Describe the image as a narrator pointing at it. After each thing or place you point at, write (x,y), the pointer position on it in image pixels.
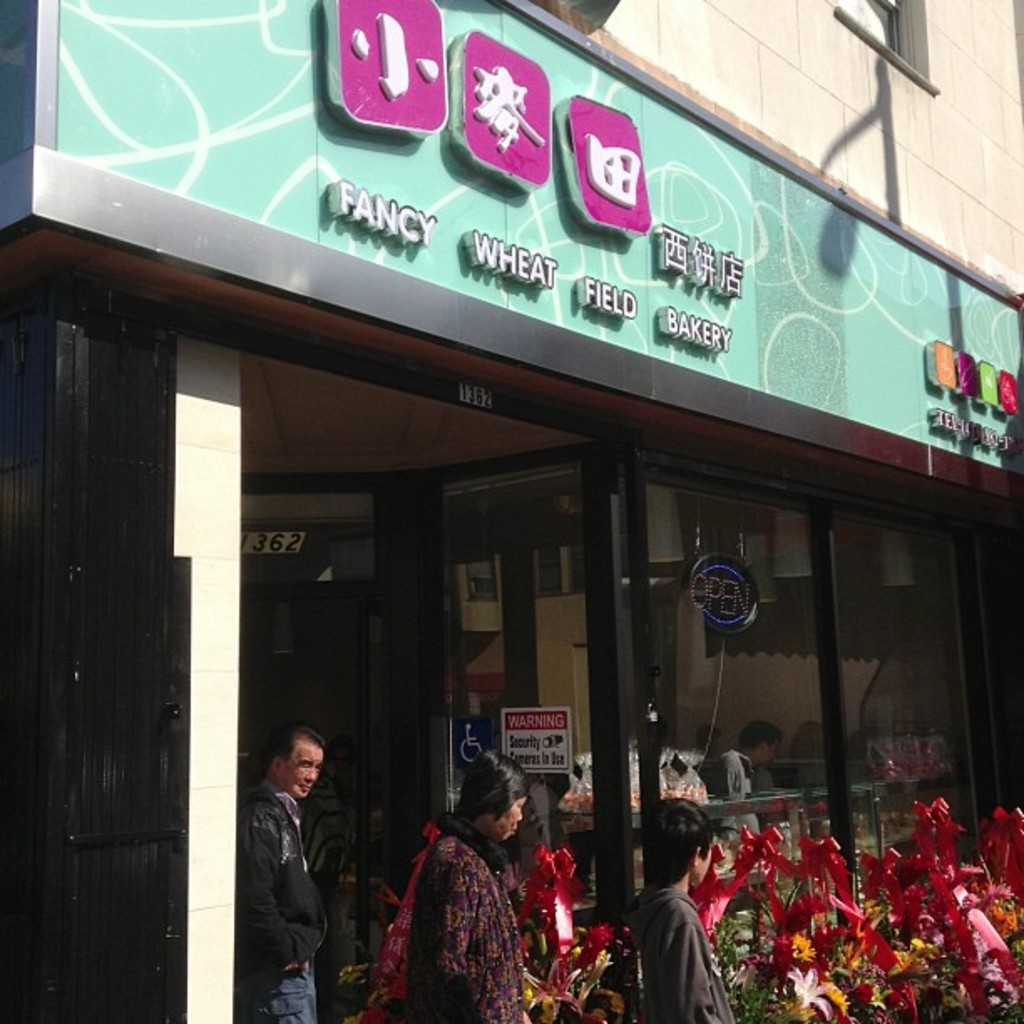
In this picture we can see a store (453,650), there are three persons (656,946) at the bottom (655,919), at the right bottom (860,957) we can see some flowers (827,928), we can see glasses (903,652) of this store (955,651), there are two boards (533,760) pasted on the glass (887,626), we can see a hoarding (557,256) at the top of the picture (581,250), there is some text (732,288) on the hoarding (448,226).
